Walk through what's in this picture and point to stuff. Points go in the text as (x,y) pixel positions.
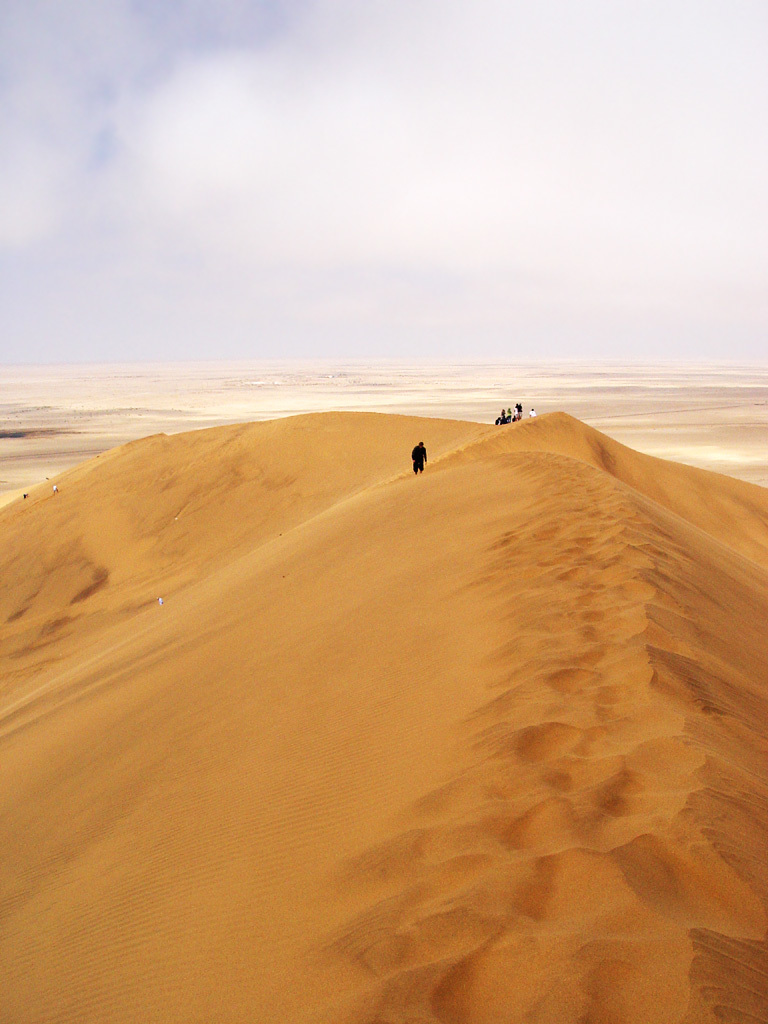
In this image I see the sand (391,537) and I see few people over here and I see the sky (306,174) in the background (391,93).
